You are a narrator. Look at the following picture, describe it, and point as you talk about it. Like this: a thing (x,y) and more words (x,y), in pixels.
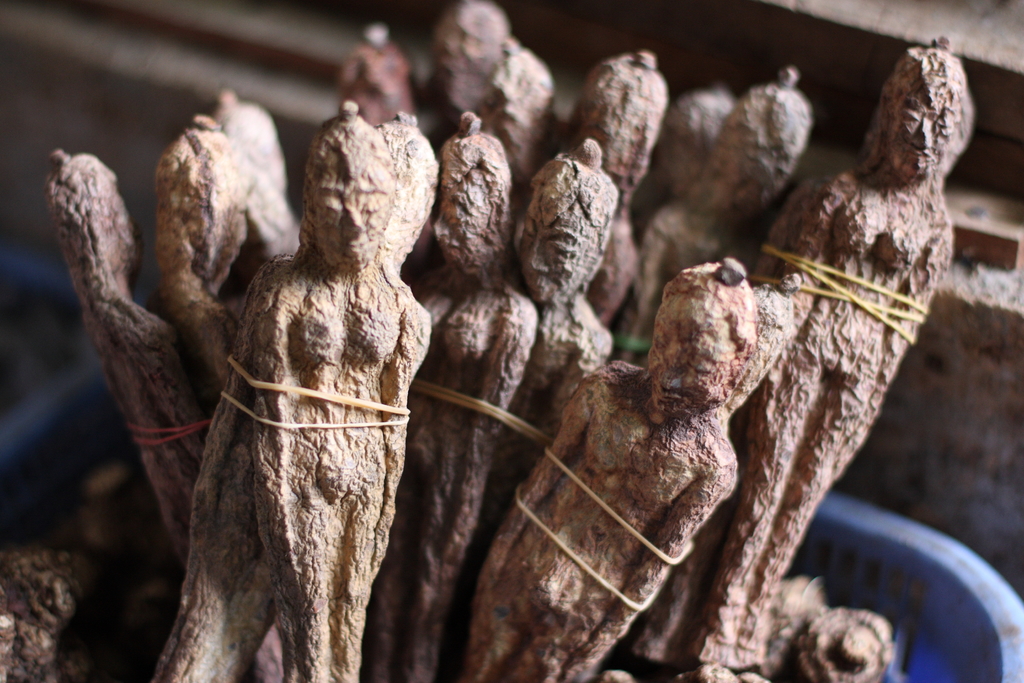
In this image there are sculptures (500,559) in a tray (888,514), in the background (837,25) it is blurred.
